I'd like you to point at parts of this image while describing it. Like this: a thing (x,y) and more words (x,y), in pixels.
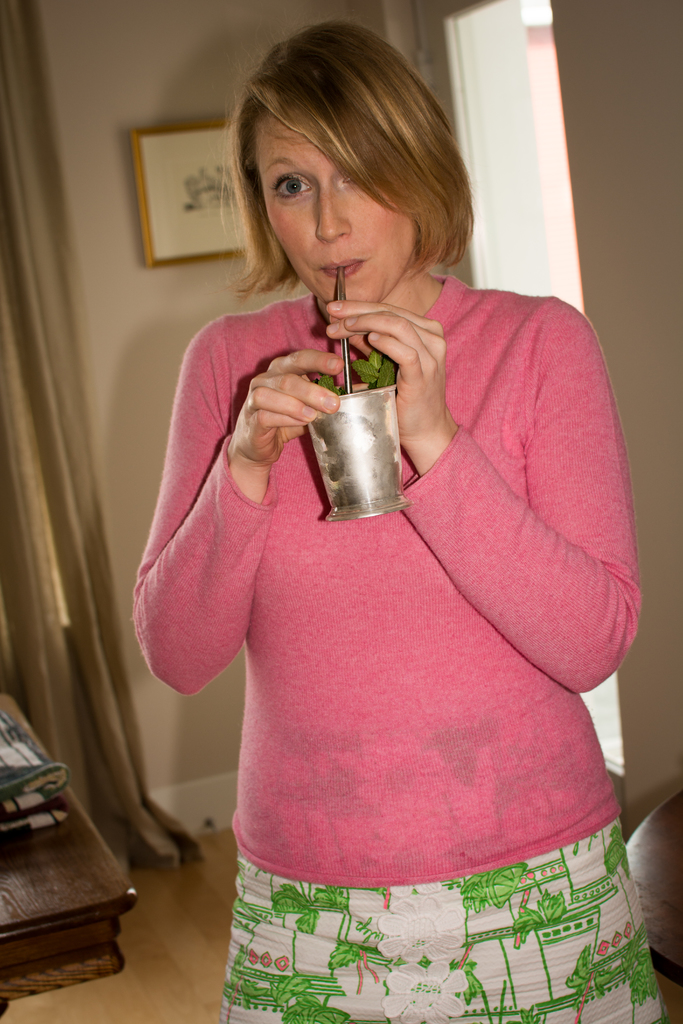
In this image I can see there is a person (340,615) standing on the floor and drinking. And in her hand (413,406) there is a cup (347,450) and a straw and in the cup (361,402) there are leaves (374,375). Beside to the person (319,877) there is a table (28,905) and on the table (22,893) there is a cloth (32,774). And at the back (126,285) there is a wall (111,214), Door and curtain (70,527).
